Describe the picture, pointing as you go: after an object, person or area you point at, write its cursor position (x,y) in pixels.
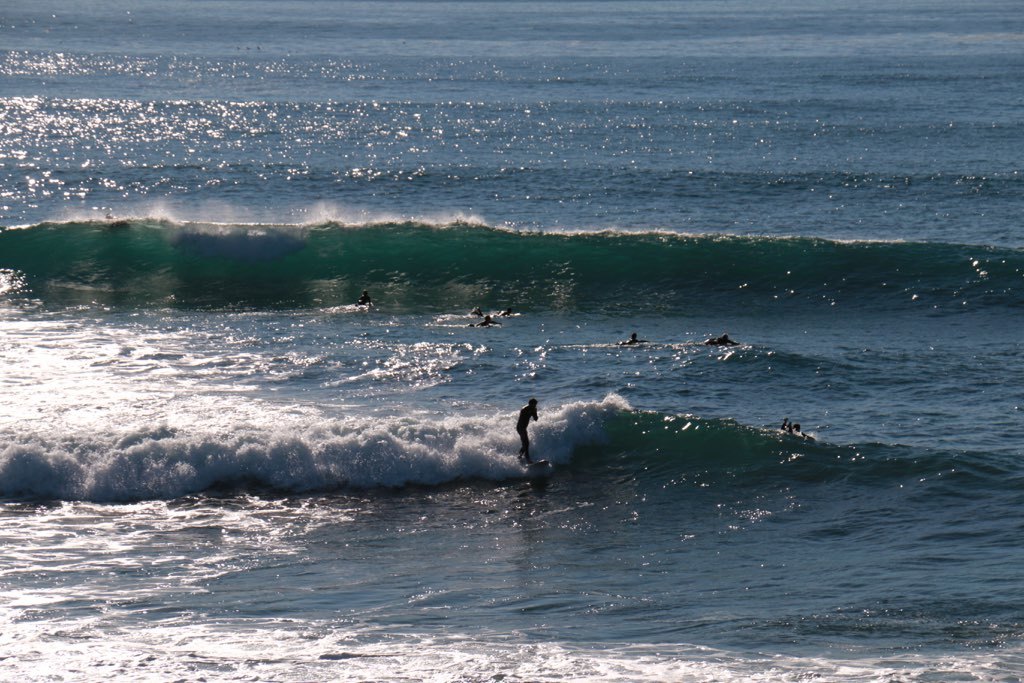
In this picture I can observe some people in the water (585,429). In the background (499,229) there is an ocean (239,289). I can observe an ocean tides (461,450) in this picture.
